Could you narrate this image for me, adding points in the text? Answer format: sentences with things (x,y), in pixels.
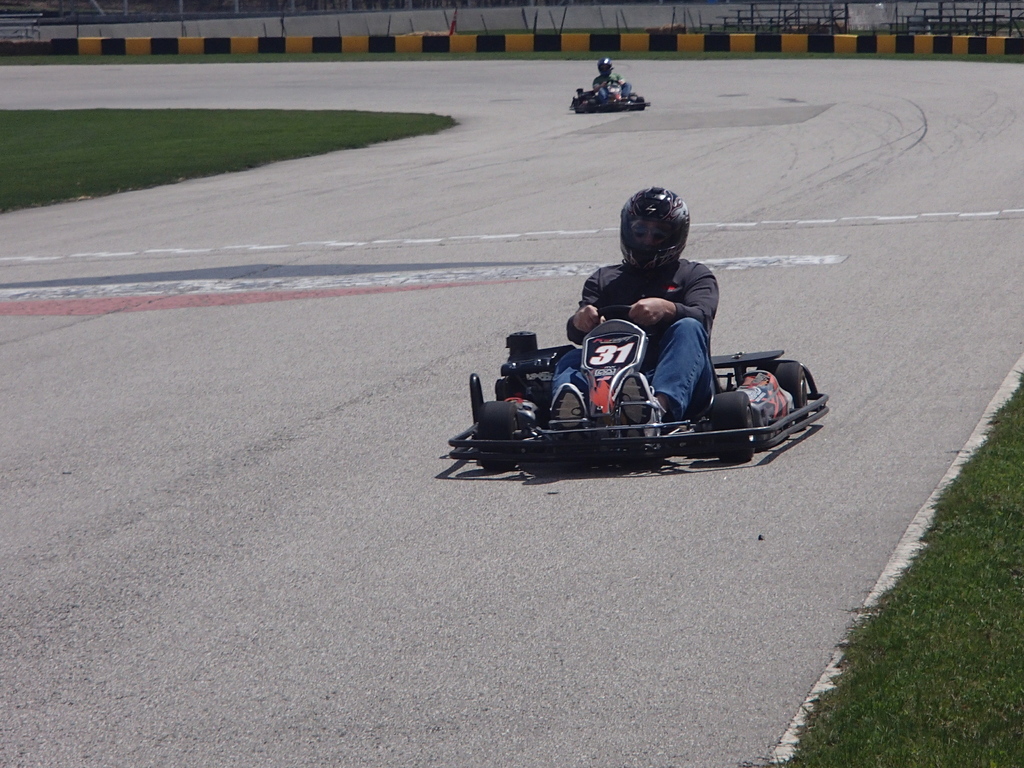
In the foreground of the picture (861,444) there are go kart (603,349), person (659,282), road (303,394) and grass (985,728). In the background (298,59) there are go-kart (617,92), fencing (790,46), grass (181,131), person (605,80).
